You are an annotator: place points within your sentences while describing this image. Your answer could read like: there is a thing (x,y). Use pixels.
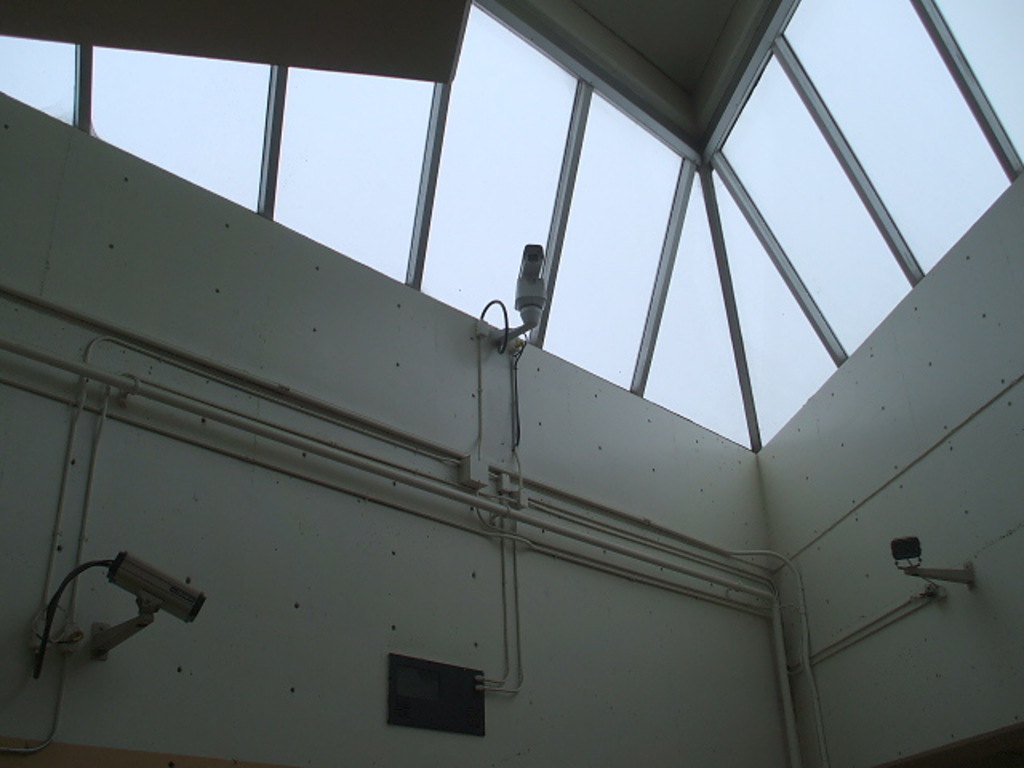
In this image we can see white color walls (873,447) and glass windows (545,220). The CCTV cameras (150,583) are present.
